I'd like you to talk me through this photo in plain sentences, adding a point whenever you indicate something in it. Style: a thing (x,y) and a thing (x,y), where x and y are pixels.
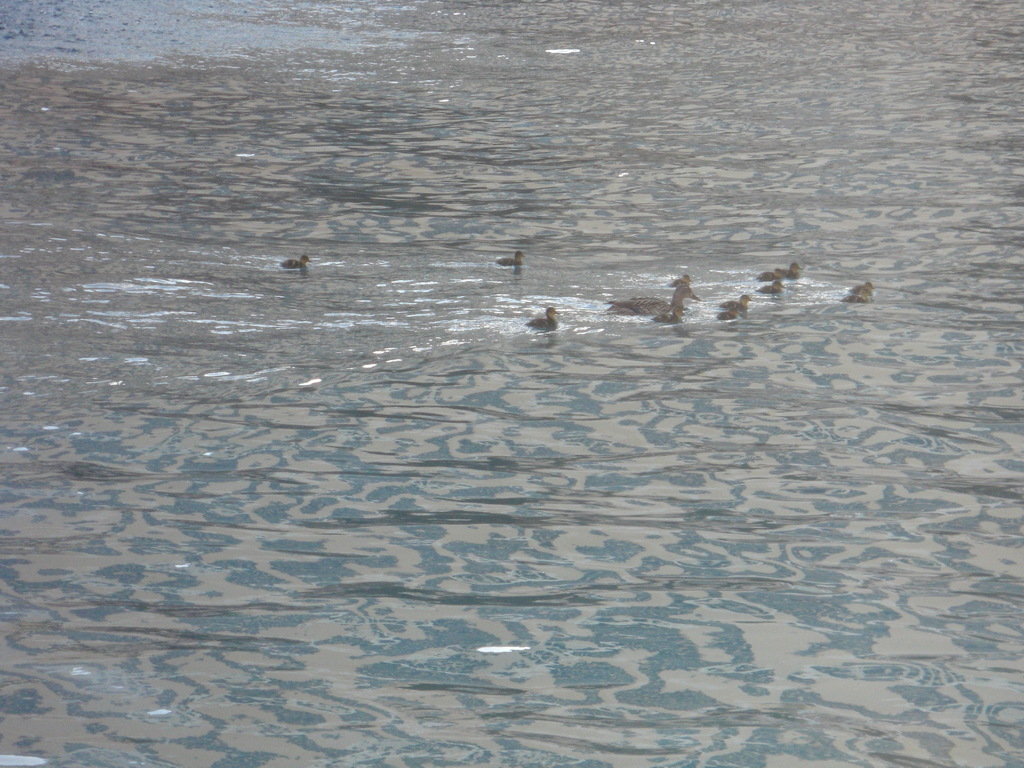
In this picture I can see few ducks (619,307) in the water (531,255).
